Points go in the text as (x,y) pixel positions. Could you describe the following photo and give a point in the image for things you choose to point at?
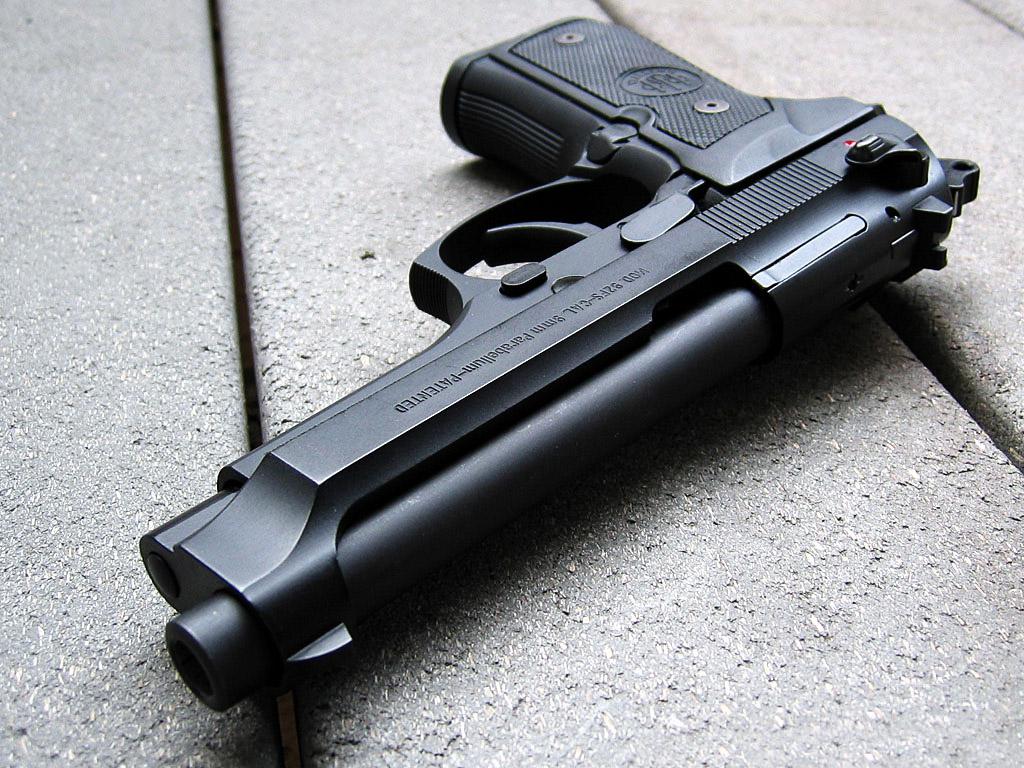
In this image we can see there is a gun (543,371) on the surface (631,664).
